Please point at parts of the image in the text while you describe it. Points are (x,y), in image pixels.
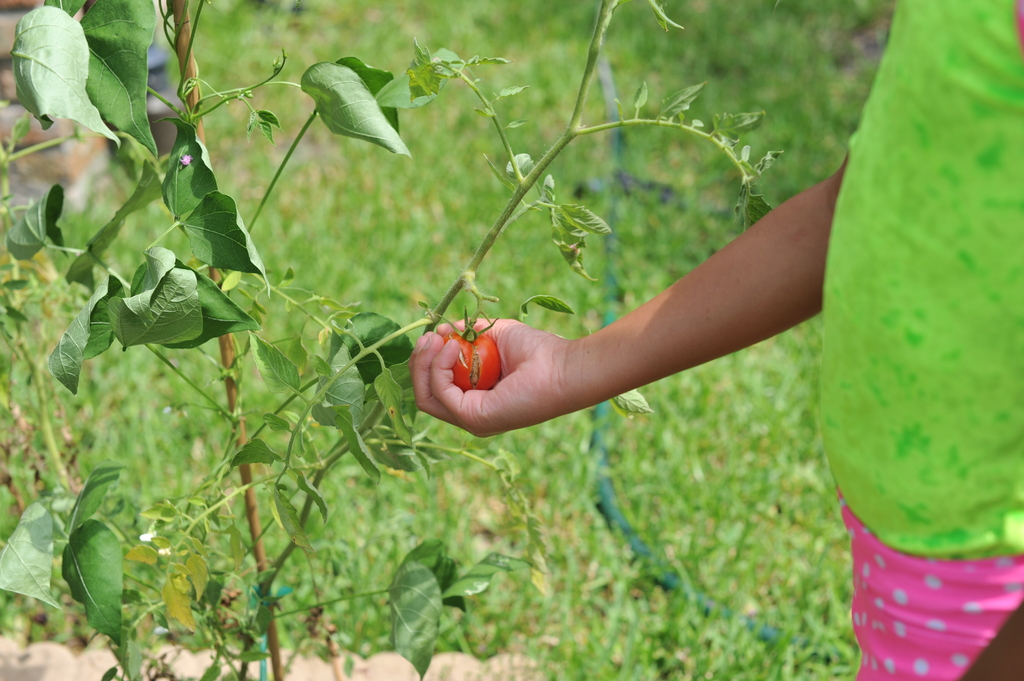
In this image we can see a person (840,180) holding the tomato (447,338) to a plant (384,335). In the background (411,243) there are pipeline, bricks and plants (237,279).
